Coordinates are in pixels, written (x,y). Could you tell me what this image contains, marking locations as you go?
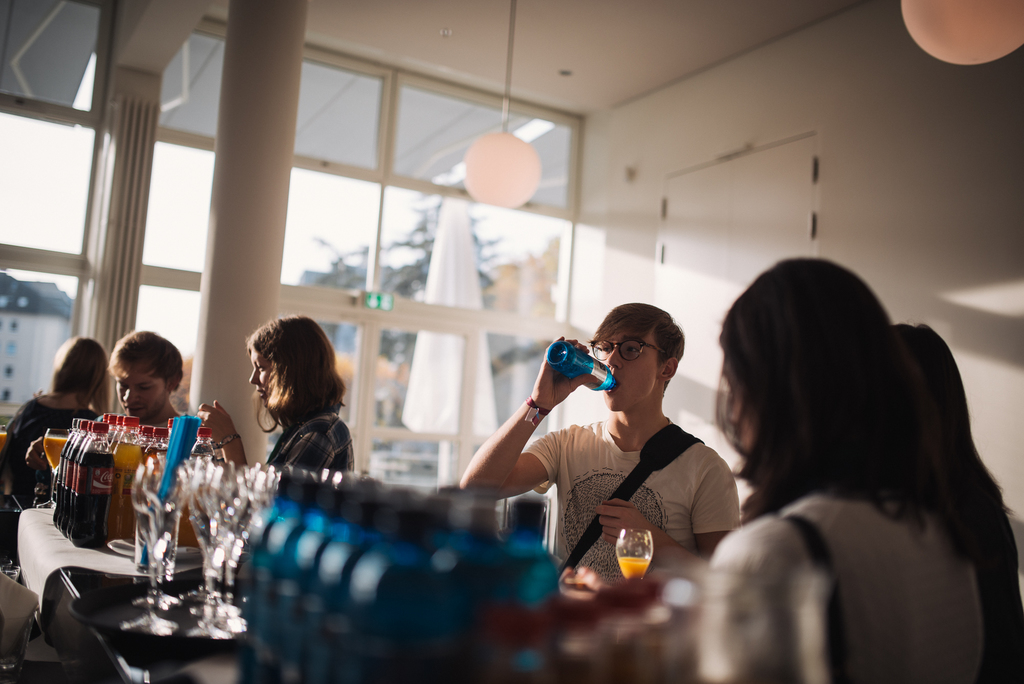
Man (645,410) standing in the middle (632,448) and having drink (570,376) with his hand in the right (749,322) two women (950,406) are standing at here and also in the left (238,440) few persons (226,457) are standing near the coke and fruit bottles (167,434) in the middle (524,285) there is a glass wall (476,279) and there are lamps (523,169) at the top (496,171).
